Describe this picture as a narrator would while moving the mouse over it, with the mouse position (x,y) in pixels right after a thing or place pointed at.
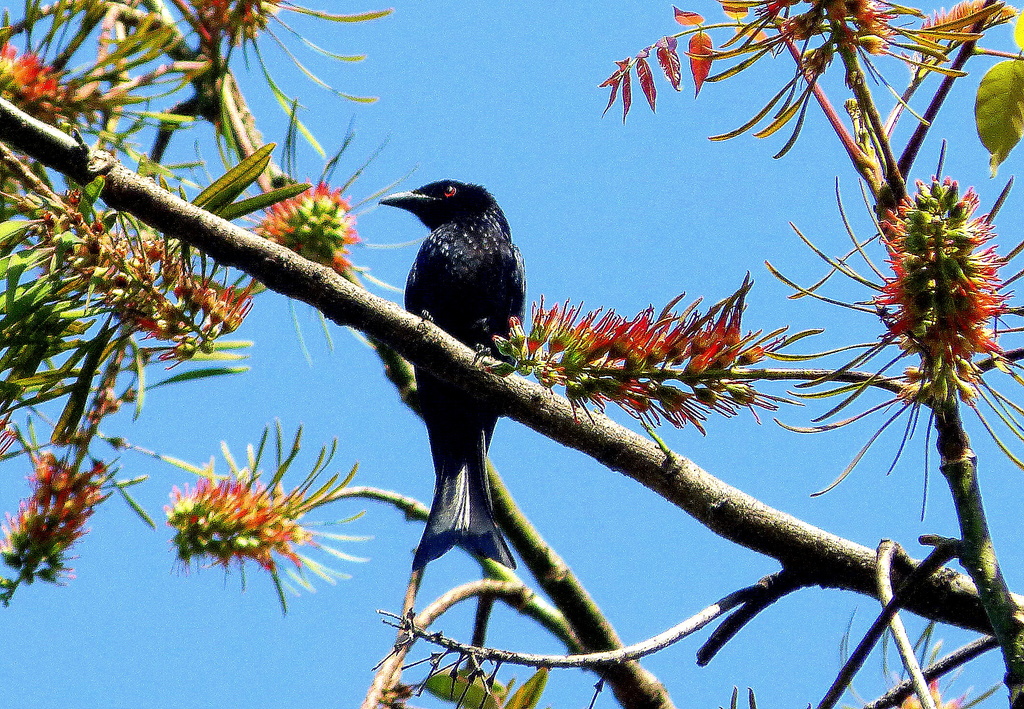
In this image there is the bird (410,302) visible on trunk (135,178) of tree (84,156), on which there are some buds (979,339), leaves (104,115), at the top (633,27) there is the sky (503,39).
